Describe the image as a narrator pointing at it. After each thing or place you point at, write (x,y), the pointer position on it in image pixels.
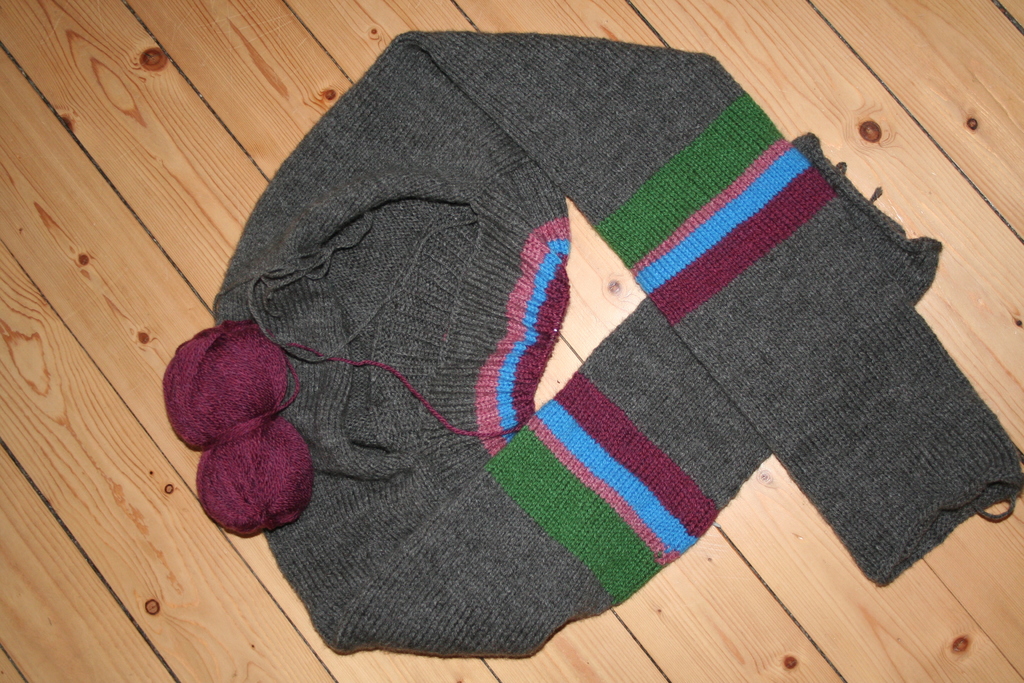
There is a wool (262,439) and a sweater (383,464) present on the wooden surface (199,186) as we can see in the middle of this image (633,363).
